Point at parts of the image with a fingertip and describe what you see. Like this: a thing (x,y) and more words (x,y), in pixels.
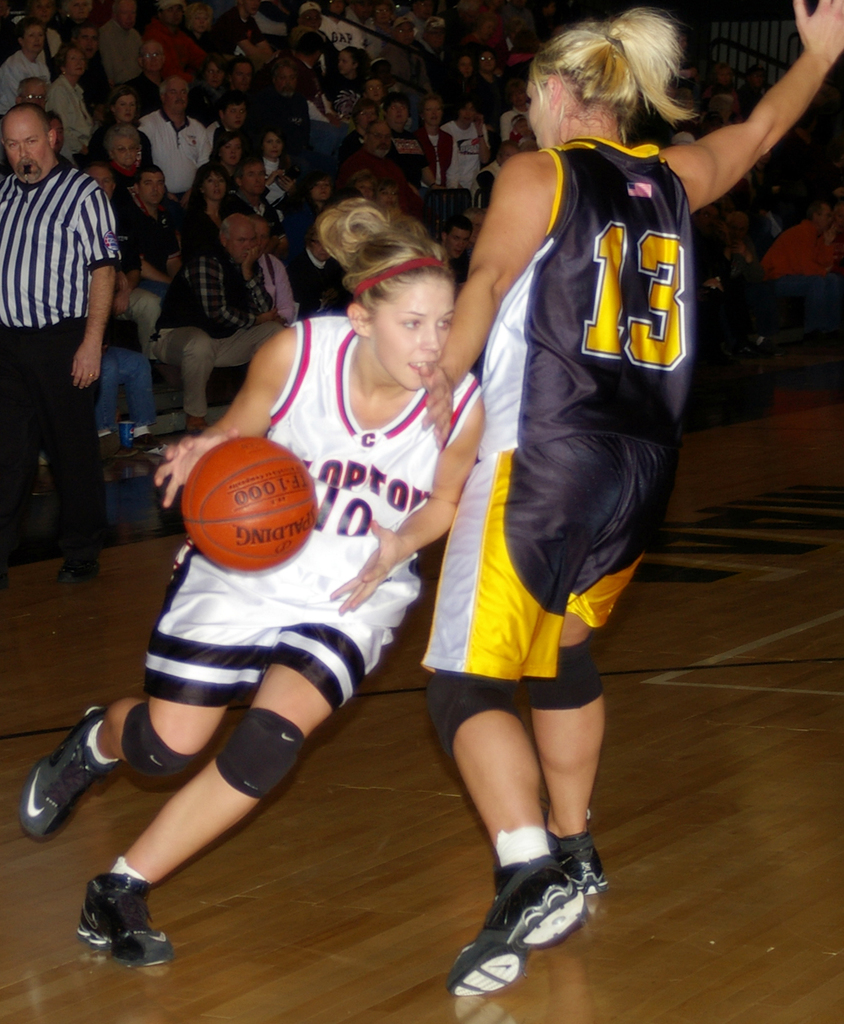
In this picture I can see few people (407,94) are sitting and I can see a man (89,326) standing with a whistle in his mouth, he looks like a umpire (90,215) and I can see a woman (222,436) running and I can see a ball (230,508) and I can see another woman (664,194) on the right side (594,15), it looks like a indoor stadium (786,552).
